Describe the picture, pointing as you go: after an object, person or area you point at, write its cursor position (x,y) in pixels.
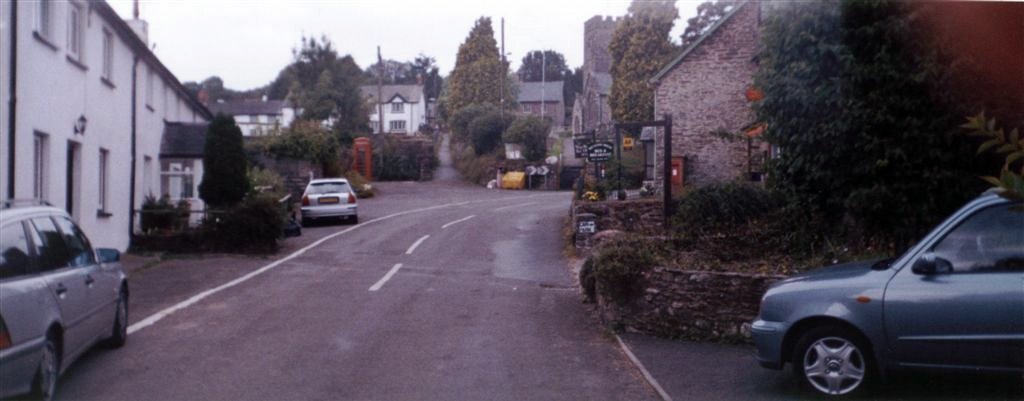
In the picture we can see a road (497,348) and on both the sides of the road (523,207) we can see some plants (383,154) and building walls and some cars (313,211) are parked near it and in the background (416,118), we can see some plants (396,157), poles (381,79), house building (403,97) with windows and behind it also we can see some trees (468,73) and sky (455,57).
